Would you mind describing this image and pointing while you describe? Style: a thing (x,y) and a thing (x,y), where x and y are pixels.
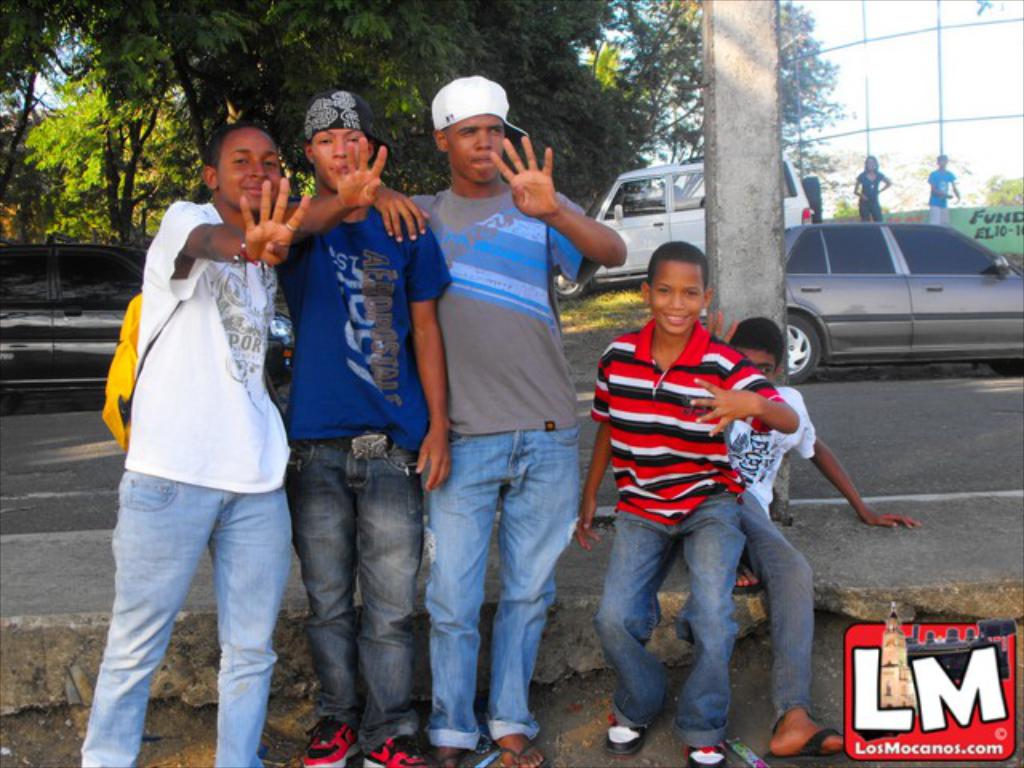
In this image I can see few persons (423,234) standing, the person (439,349) in the front (407,344) wearing blue shirt (353,325), gray pant (382,494), the person (243,557) at left (241,556) wearing white shirt (203,481), blue pant (154,519) and yellow color bag (108,398). Background (811,170) I can see few vehicles (39,284), few persons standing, trees (572,12) in green color and the sky (878,78) is in white color.
